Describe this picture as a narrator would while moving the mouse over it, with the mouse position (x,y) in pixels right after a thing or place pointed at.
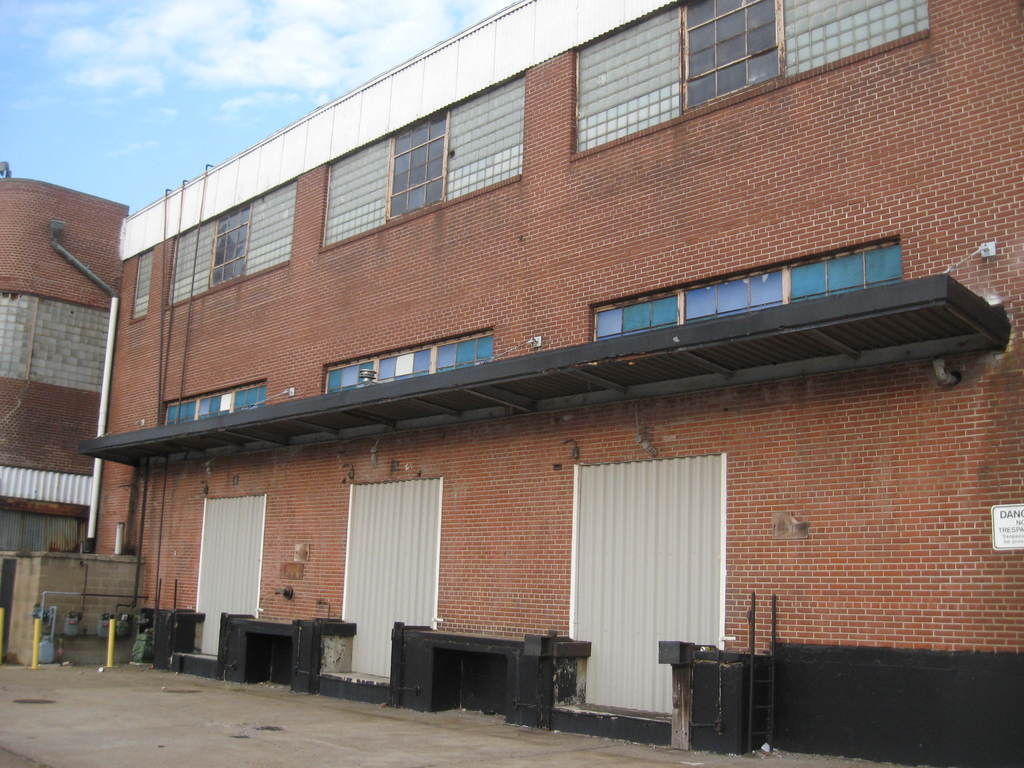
In this image I can see a building (428,503) and on the right side of it I can see a white colour board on the wall (991,516). I can also see something is written on the board (1020,516). On the left side of this image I can see two yellow colour poles (114,620). On the top left side of this image (148,90) I can see clouds (414,6) and the sky (184,98).
